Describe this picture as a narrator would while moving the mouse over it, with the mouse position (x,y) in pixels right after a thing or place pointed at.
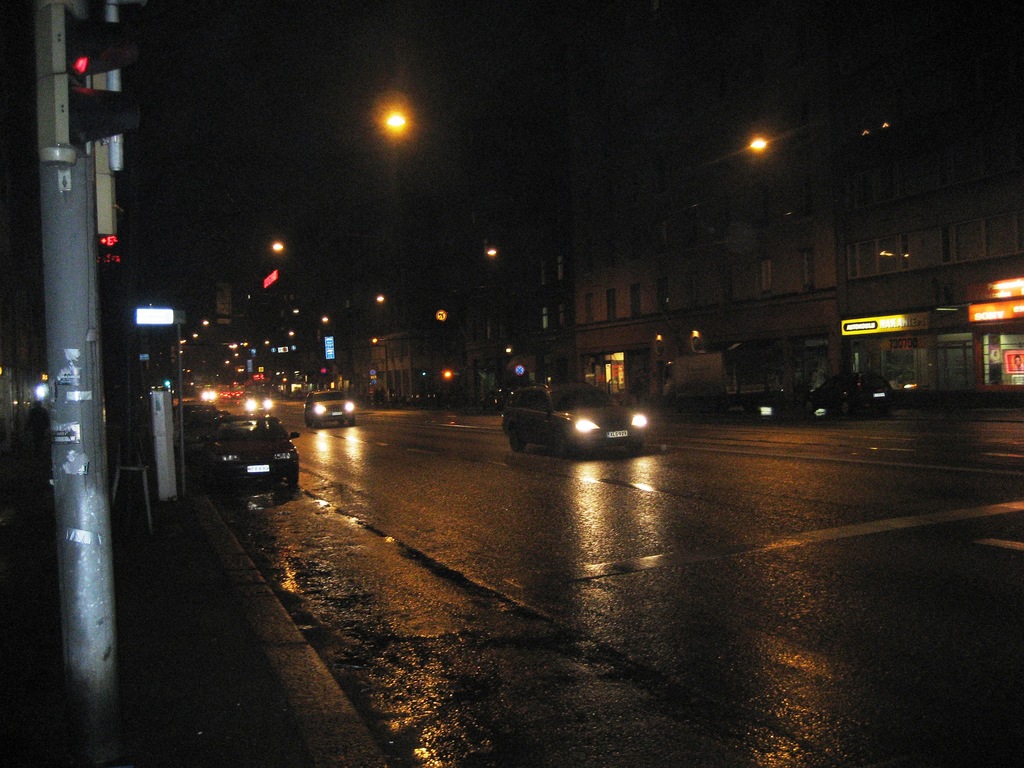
This is an image clicked in the dark. In this image I can see many vehicles (242,460) on the road (583,576). On the left side (83,260) there are few poles (104,589) on the footpath (220,572). In the background (479,302) there are few light poles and buildings (505,281) in the dark.
